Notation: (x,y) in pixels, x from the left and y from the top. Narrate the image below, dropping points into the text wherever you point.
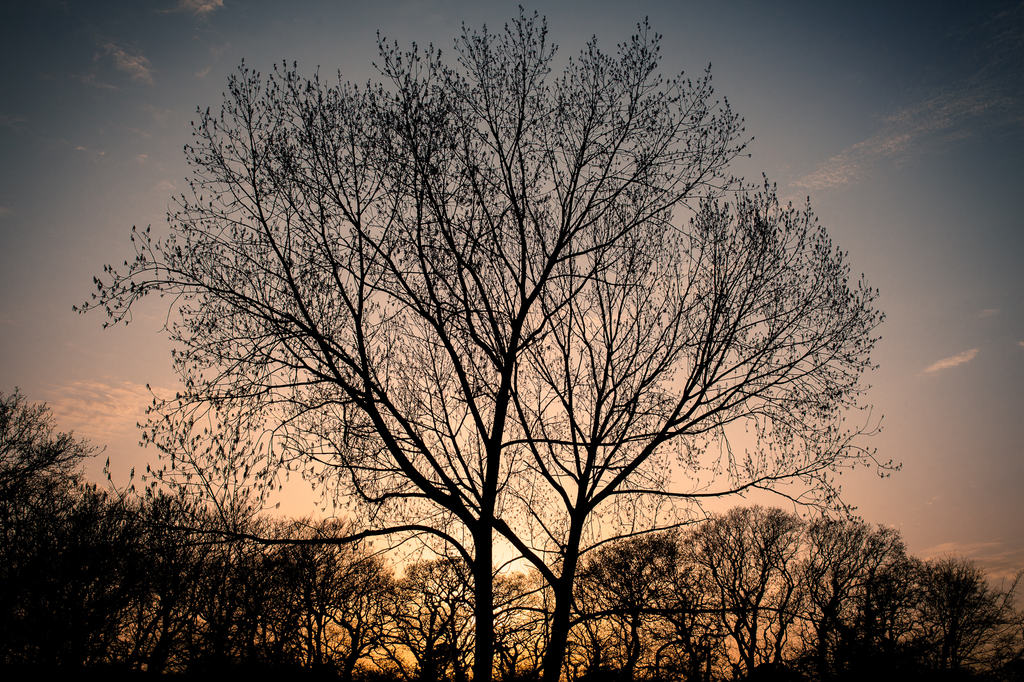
In the image we can see trees (483,576) and the sky (863,107).
